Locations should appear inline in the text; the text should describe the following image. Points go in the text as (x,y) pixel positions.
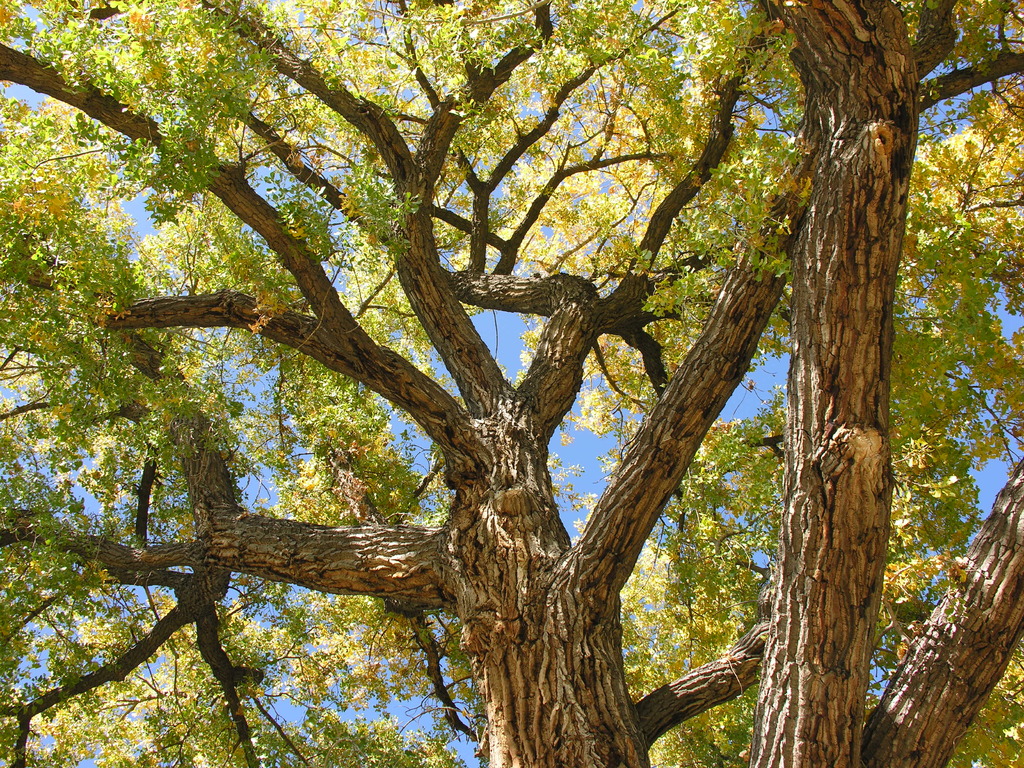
In the center of the image (377,318) we can see the sky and one tree (523,661) with multiple branches (942,706).
